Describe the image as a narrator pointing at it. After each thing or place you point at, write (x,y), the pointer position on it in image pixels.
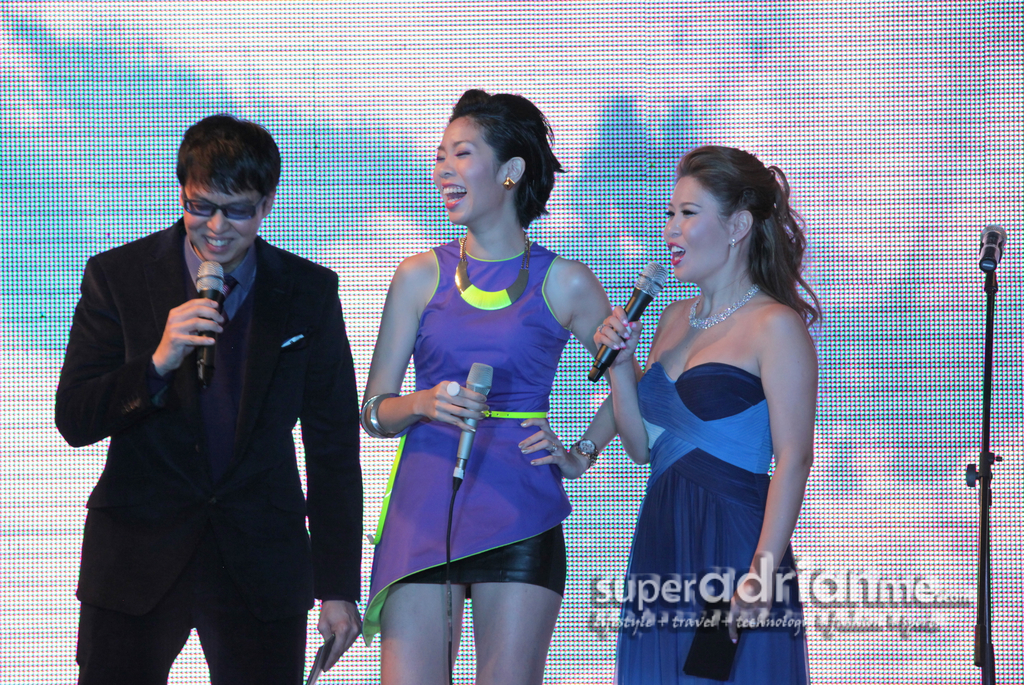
In this image there are 2 woman (499,474) standing and smiling, and a man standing and smiling, and at the back ground (347,44) there is a screen (860,54) and a microphone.
